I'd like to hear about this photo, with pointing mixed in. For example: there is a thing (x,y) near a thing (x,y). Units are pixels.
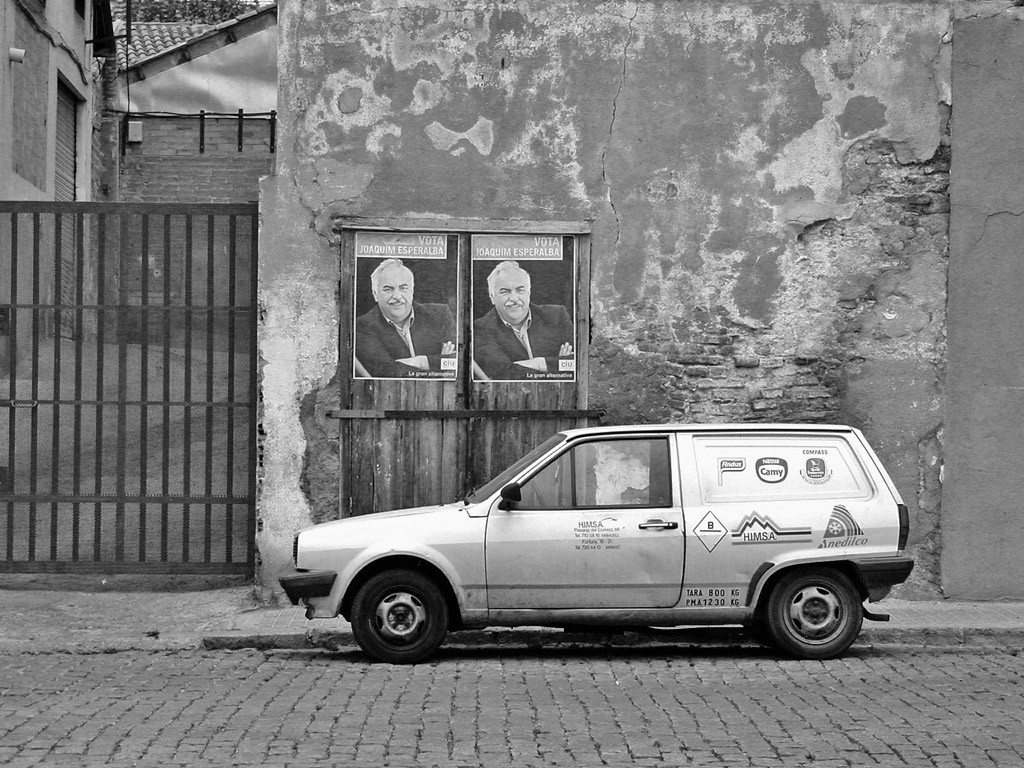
In this picture we can see car (406,541) on the surface (660,665), posters (439,296) on the wooden door (414,435), wall (881,103), gate (37,250), building (48,192), shutter (59,116) and roof top (154,49).
